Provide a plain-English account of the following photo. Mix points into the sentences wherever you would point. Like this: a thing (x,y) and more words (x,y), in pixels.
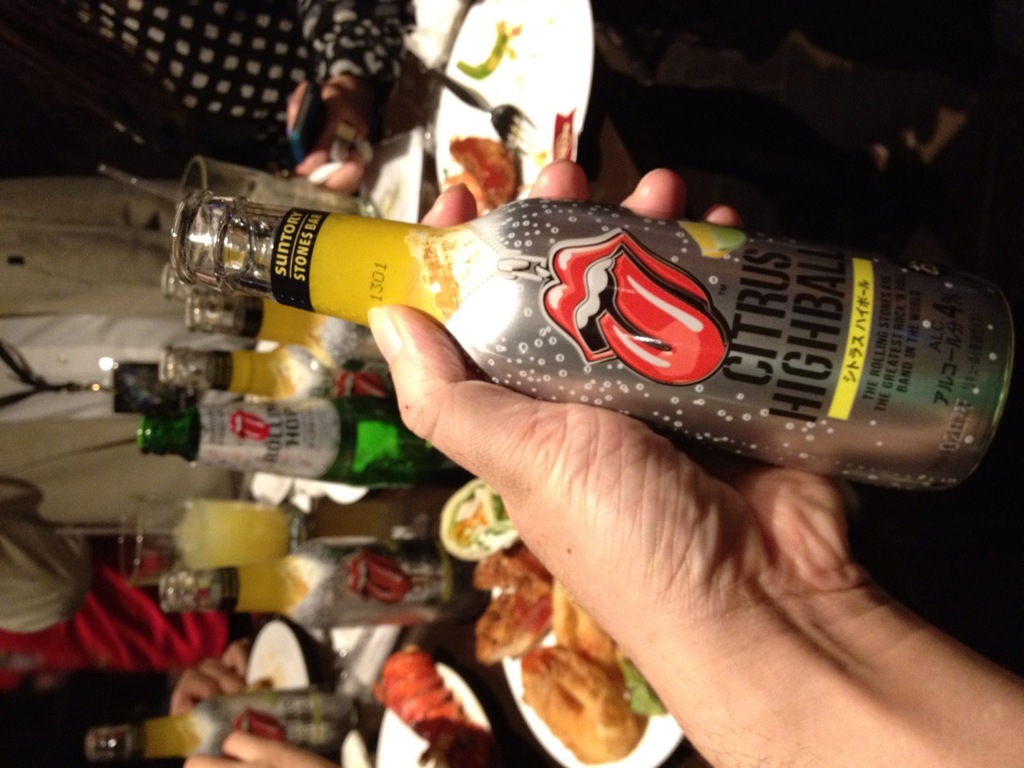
In the image the person (705,487) is holding a bottle (546,336) on which it is labelled as 'CITRUS'. In background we can also see few bottles (241,390) on table (423,155) and a fork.
